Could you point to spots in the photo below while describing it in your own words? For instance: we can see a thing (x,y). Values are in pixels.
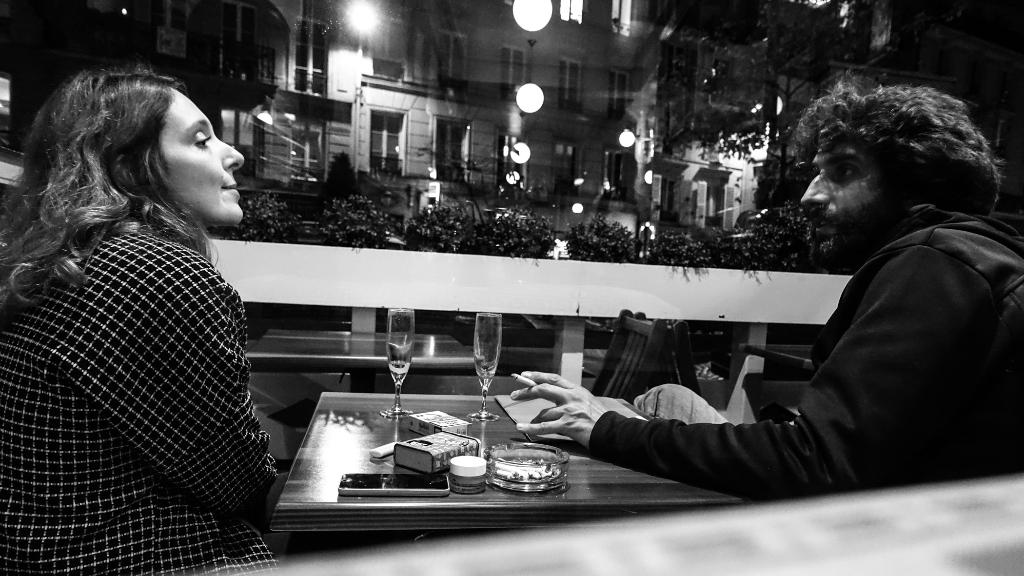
In this image there is one women (190,430) on the left side of this image (190,356) and there is one man (843,389) sitting on the right side of this image (827,380) and he is holding a cigarette (519,378). There is a table (474,426) on the bottom of this image (474,487) and there are some objects (445,444) kept on it. There is a wall (445,302) in middle of this image (372,298) and there are some trees (533,250) in the background (573,255). There is a building (426,84) on the top of this image (432,110).
